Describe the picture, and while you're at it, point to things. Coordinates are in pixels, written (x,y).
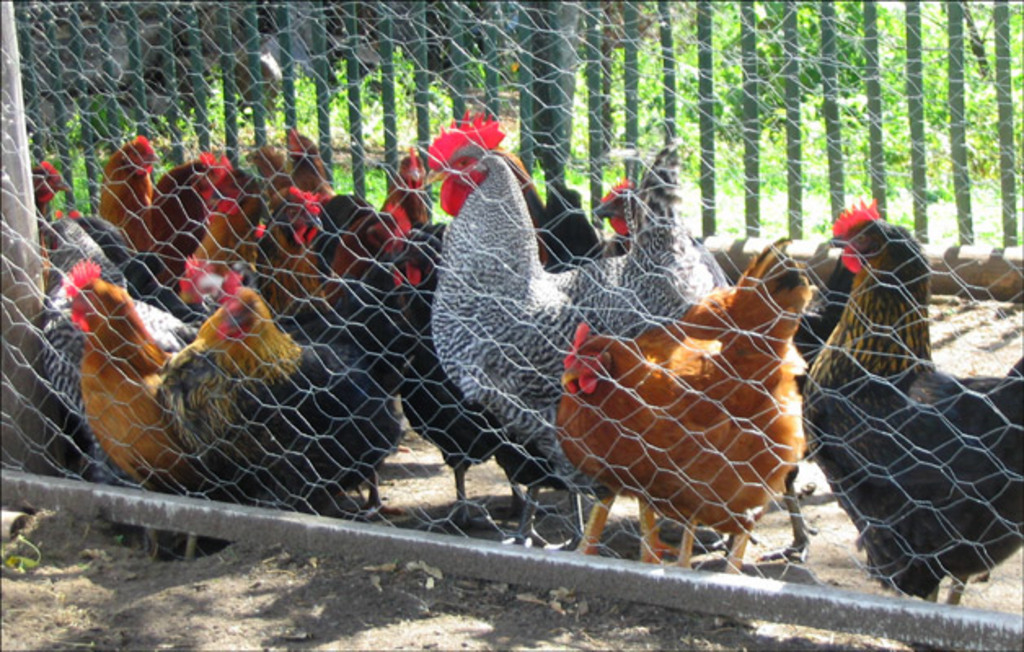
In this image we can see hens (828,335). In the foreground (947,590) we can see a mesh (29,244). In the background (499,76) there is a fence (526,94) and we can see grass (696,49).
